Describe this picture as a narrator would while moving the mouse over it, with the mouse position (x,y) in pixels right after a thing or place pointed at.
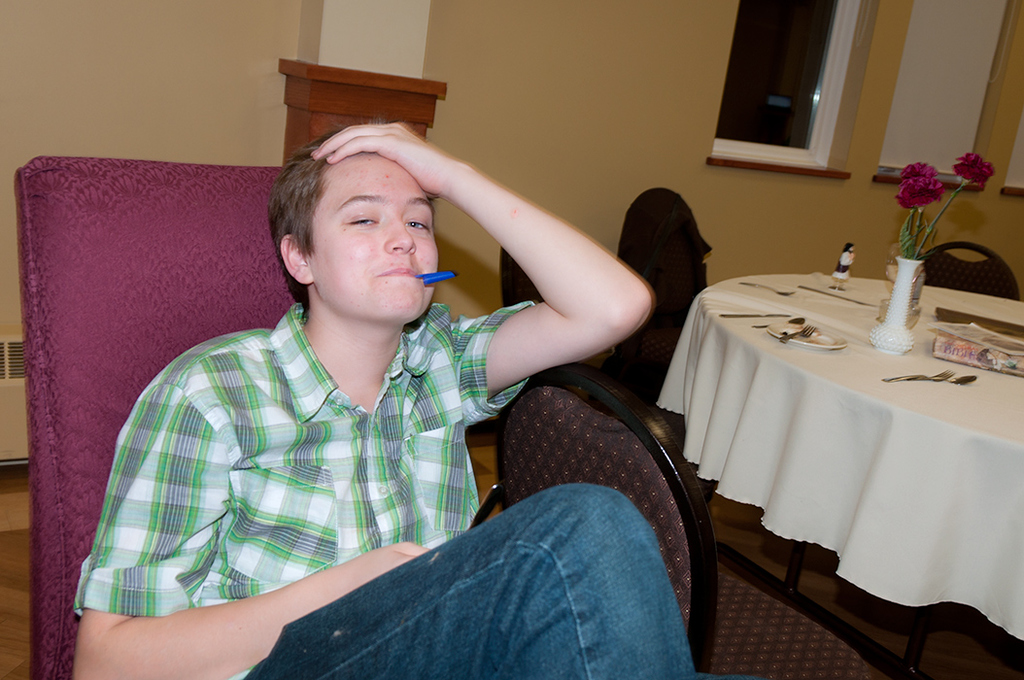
There is a man (447,348) sitting on the chair (206,321). This is table (899,473). On the table (931,483) there is a cloth (857,408), plate (830,343), spoons (933,380), flower vase (903,297), and a toy (851,261). These are the chairs (681,432) and this is floor (24,582). On the background (256,95) there is a wall (639,85) and this is window (780,92).
